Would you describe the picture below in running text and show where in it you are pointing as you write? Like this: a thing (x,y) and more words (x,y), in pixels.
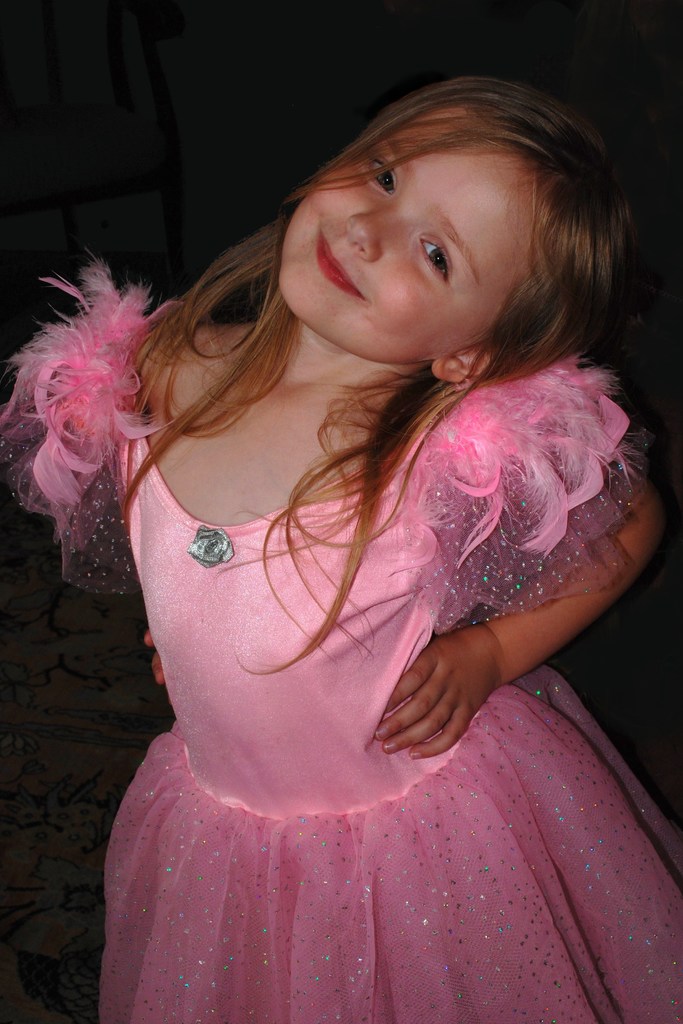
In this image I can see a girl (89,393) is standing in the front (380,233) and I can see smile on her face (375,352). I can also see she is wearing pink colour dress (335,667). On the top left corner of this image (144,35) I can see a chair (53,2).
